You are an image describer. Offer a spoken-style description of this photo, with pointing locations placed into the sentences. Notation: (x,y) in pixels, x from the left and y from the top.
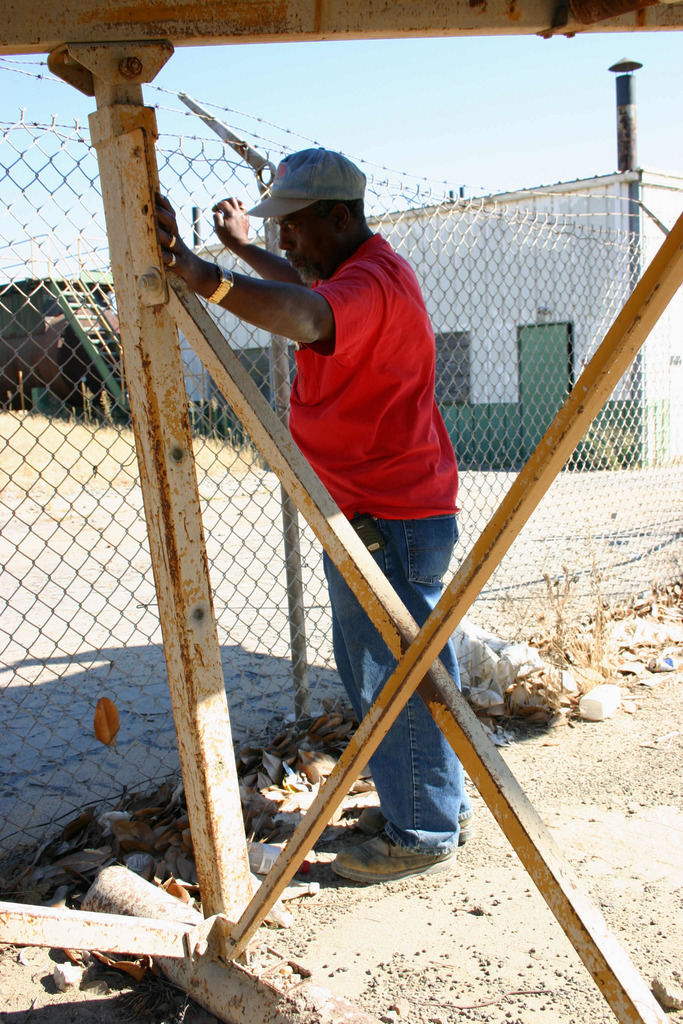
In this image I can see the person (421,454) is standing and wearing red and blue color dress (424,473). I can see the net fencing (126,642), few objects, iron poles (390,606) and few houses (633,88).
